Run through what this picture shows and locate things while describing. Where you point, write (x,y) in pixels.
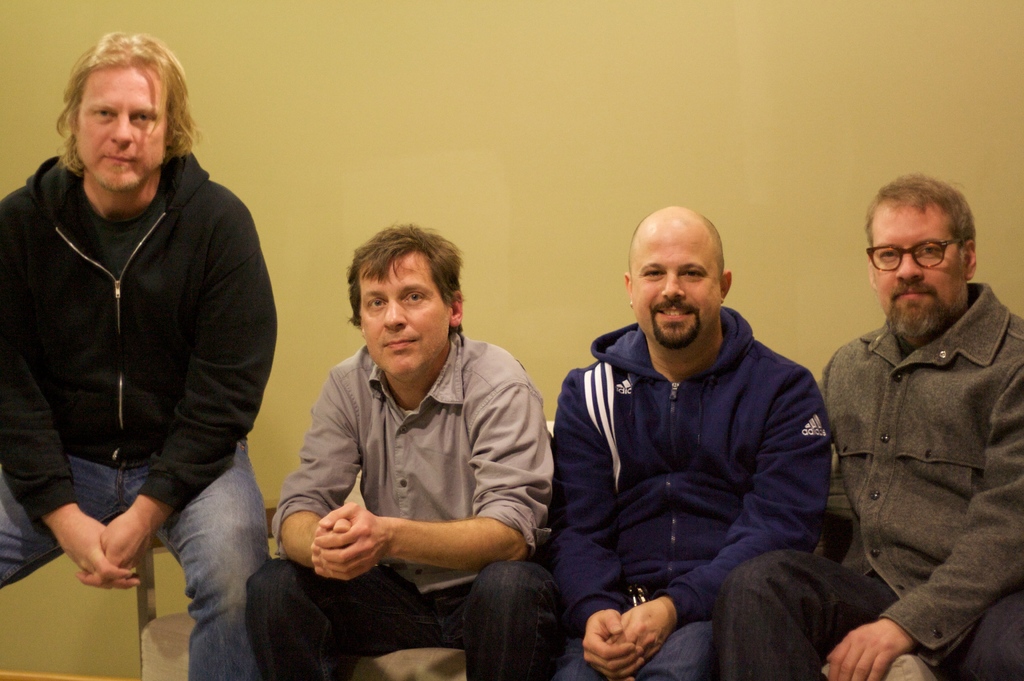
In this image we can see four people (925,397) sitting on the sofa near to the wall (375,127) and there is one object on the surface (31,675).
